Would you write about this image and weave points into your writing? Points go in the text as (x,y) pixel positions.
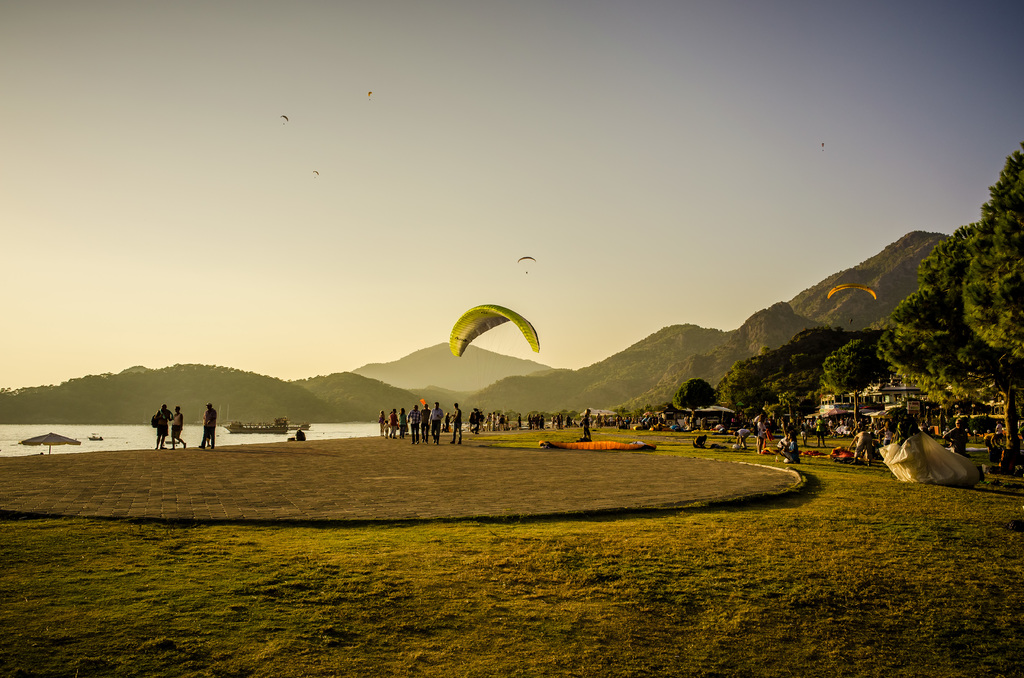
We can see paragliding (458,334) in the air (536,241) and we can grass (678,557) and people (804,429). In the background (583,404) we can see houses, boats (283,430) above the water (146,433), trees (917,370), hills (652,395) and sky (119,262).
